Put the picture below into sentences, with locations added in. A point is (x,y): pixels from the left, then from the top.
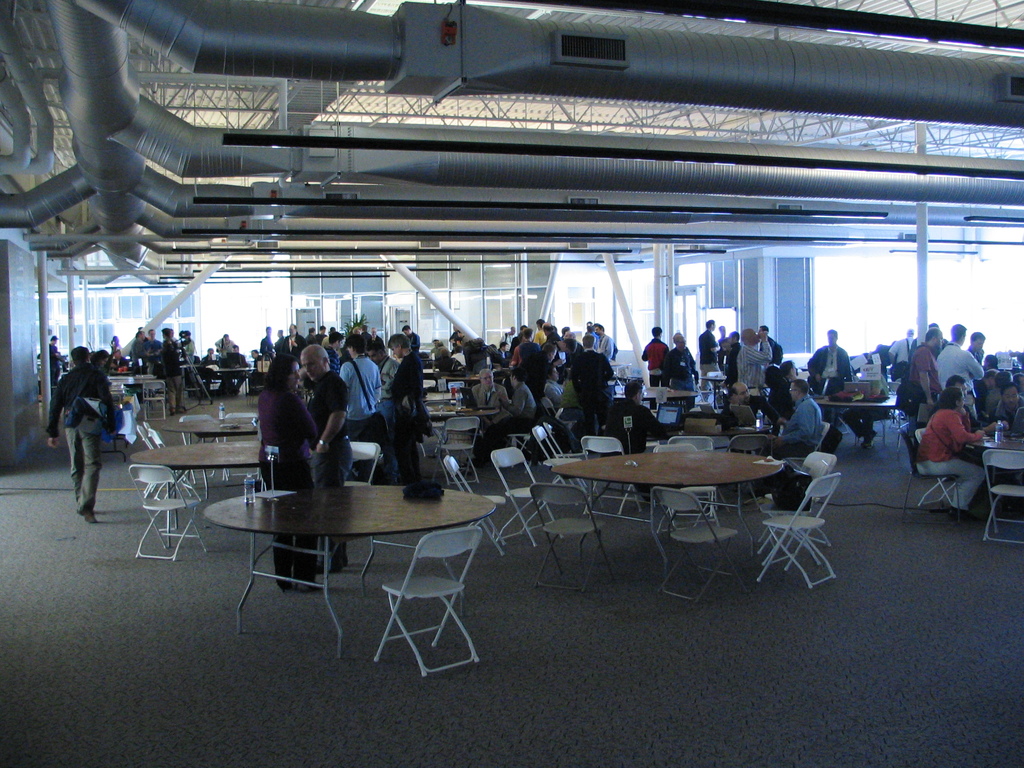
In the picture we can see many people (77,373) are standing and some are sitting on the chairs (821,483) near the tables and to the ceiling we can see some air exhausted pipes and in the background (115,314) we can see building walls (7,354) with glass windows (367,310).
